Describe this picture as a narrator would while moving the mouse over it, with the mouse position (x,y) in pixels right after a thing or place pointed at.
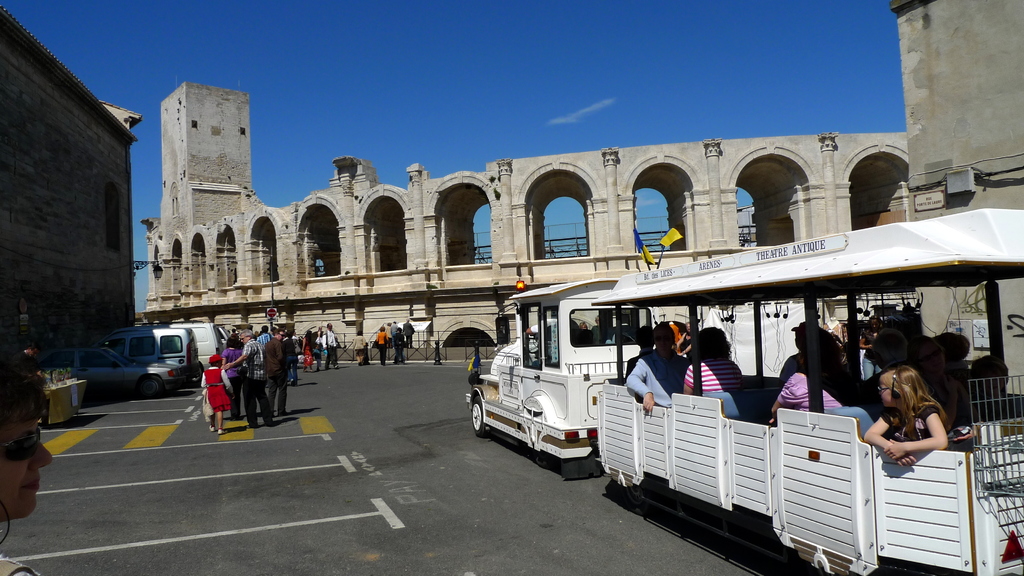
In this image I can see buildings (361,253), vehicles (733,390) and people (261,379) on the road (311,396). Here I can see people (674,389) in a vehicle (809,391). In the background (518,82) I can see the sky (516,79).
